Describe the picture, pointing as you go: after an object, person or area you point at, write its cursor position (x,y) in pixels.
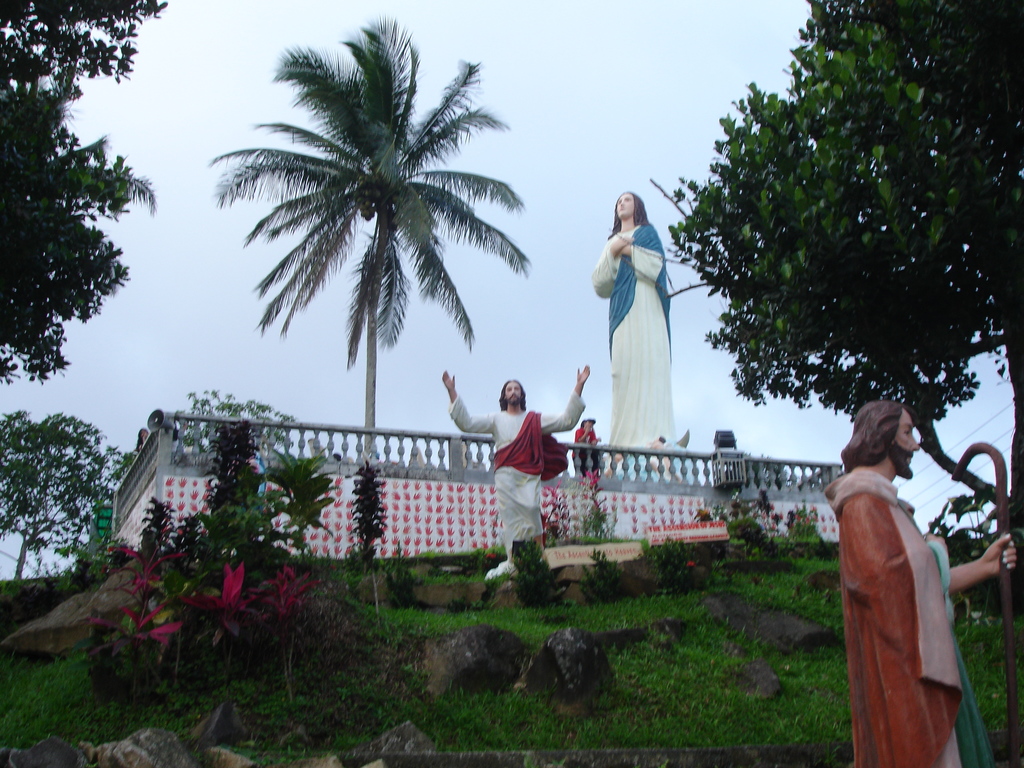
In this image I can see few sculptures (853,460) of people (619,350) and here I can see grass (404,653), few plants (279,594), few trees (439,290) and in the background (343,337) I can see sky (347,283).
